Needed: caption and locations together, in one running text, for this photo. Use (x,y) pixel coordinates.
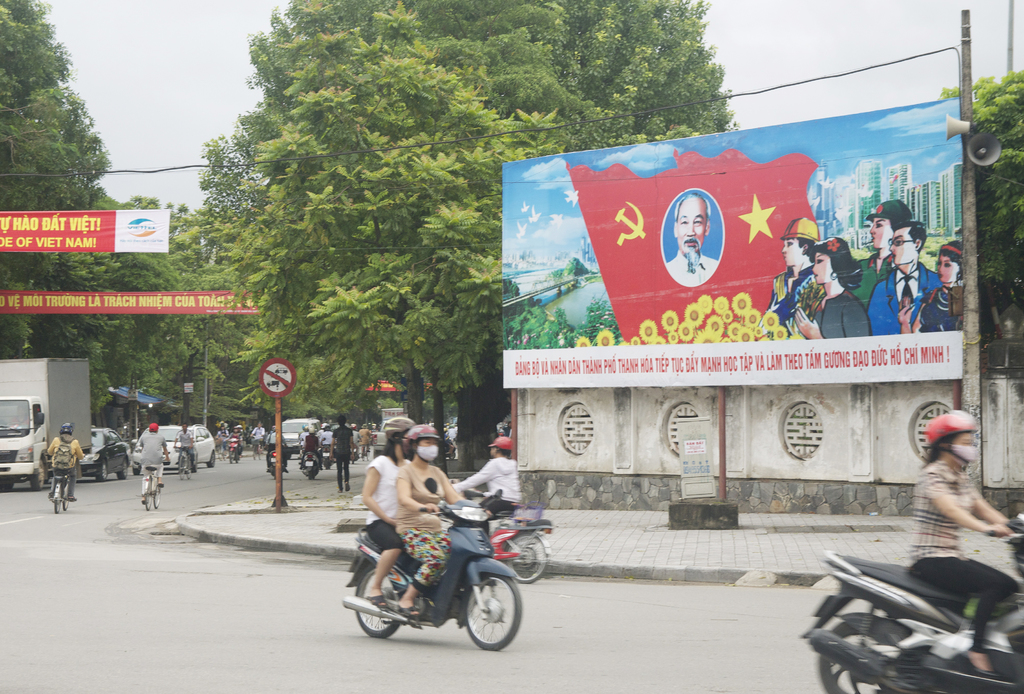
There were too many vehicles (57,426) moving on a road (580,630). To the right (951,640) there is a bike (890,668) and a woman (983,580) riding on it wears a red helmet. In the center (420,434) there is a bike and two people (434,505) were riding on it and there were helmets (403,421) and beside them, there is a bike (534,541) and a person (463,486) riding on it and he wears a red helmet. To the top right (776,222) there is a hoarding (774,223) consists of a person's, symbols (752,215), flowers (686,308), birds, bridge (552,288), buildings (879,193) and group of cartoons (944,281) and a printed text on it. There are two sound speakers (991,147) attached to the hoarding (946,289). In the background (613,79) there were many trees (414,103). To the left (94,236) there are two banners (99,313) and printed text (80,221) on it. To the bottom left (62,482) there are group of vehicles (55,393) consists of truck (69,403), bicycles (54,496), car (101,464) and bikes (311,456). There is a signal board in the center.
